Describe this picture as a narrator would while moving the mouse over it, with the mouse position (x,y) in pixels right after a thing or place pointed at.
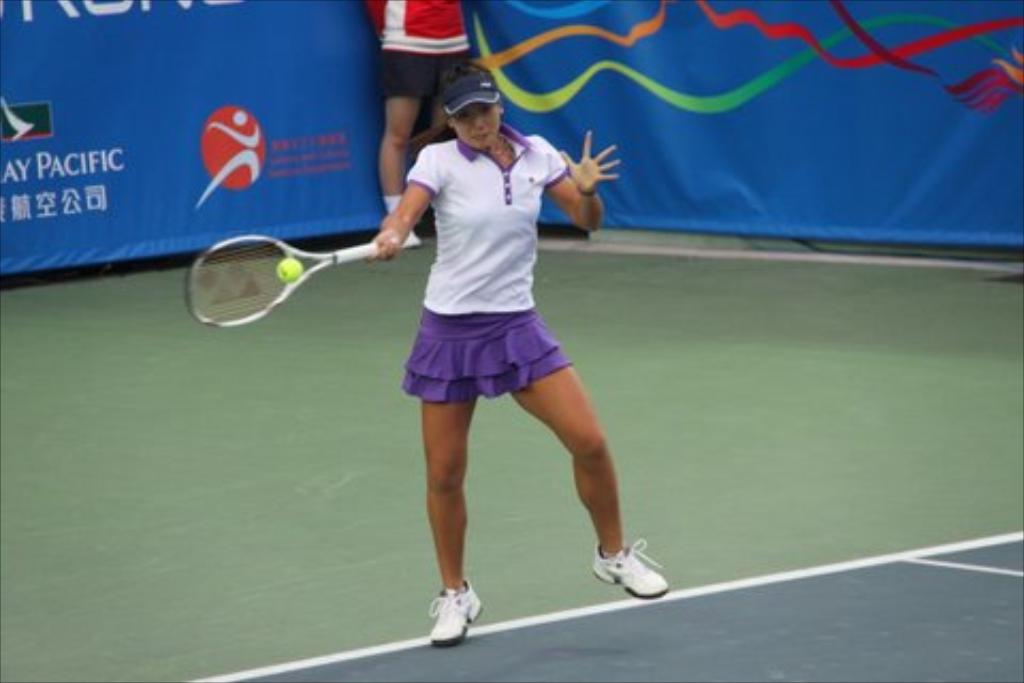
The photo is taken inside a ground (733,524). A lady (480,246) wearing white t-shirt (478,233) and purple skirt (475,349) is hitting the ball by a racket (348,256). Behind her a person (391,116) is standing. In the background (161,116) there is a blue banner (314,110).
